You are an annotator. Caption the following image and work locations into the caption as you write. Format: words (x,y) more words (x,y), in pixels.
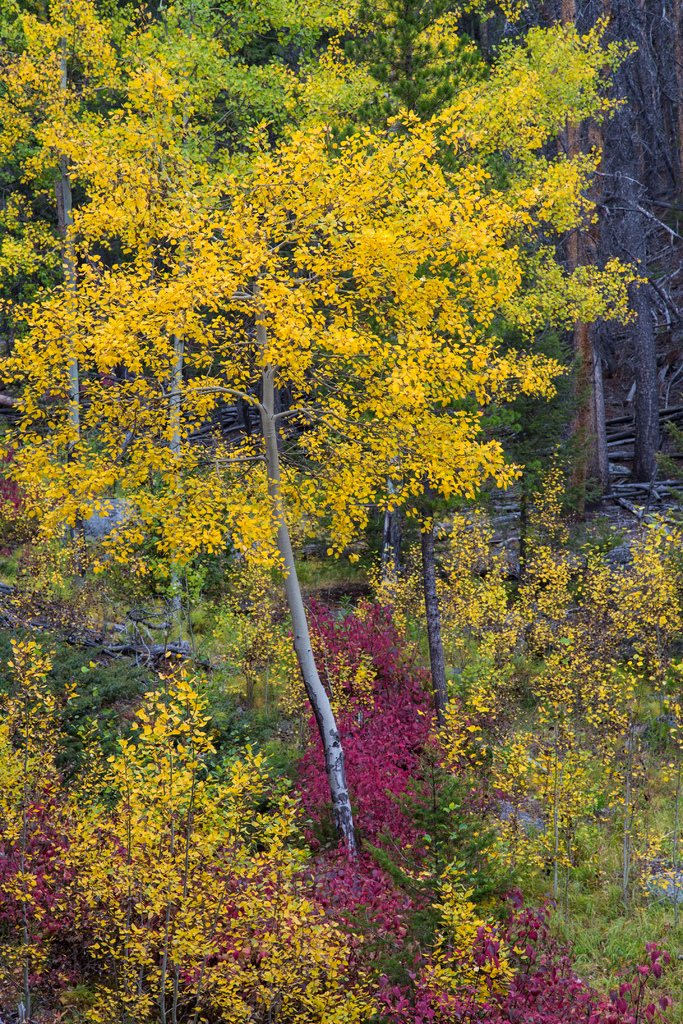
In this picture we can see the trees (340,271), plants (495,959) and the branches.
